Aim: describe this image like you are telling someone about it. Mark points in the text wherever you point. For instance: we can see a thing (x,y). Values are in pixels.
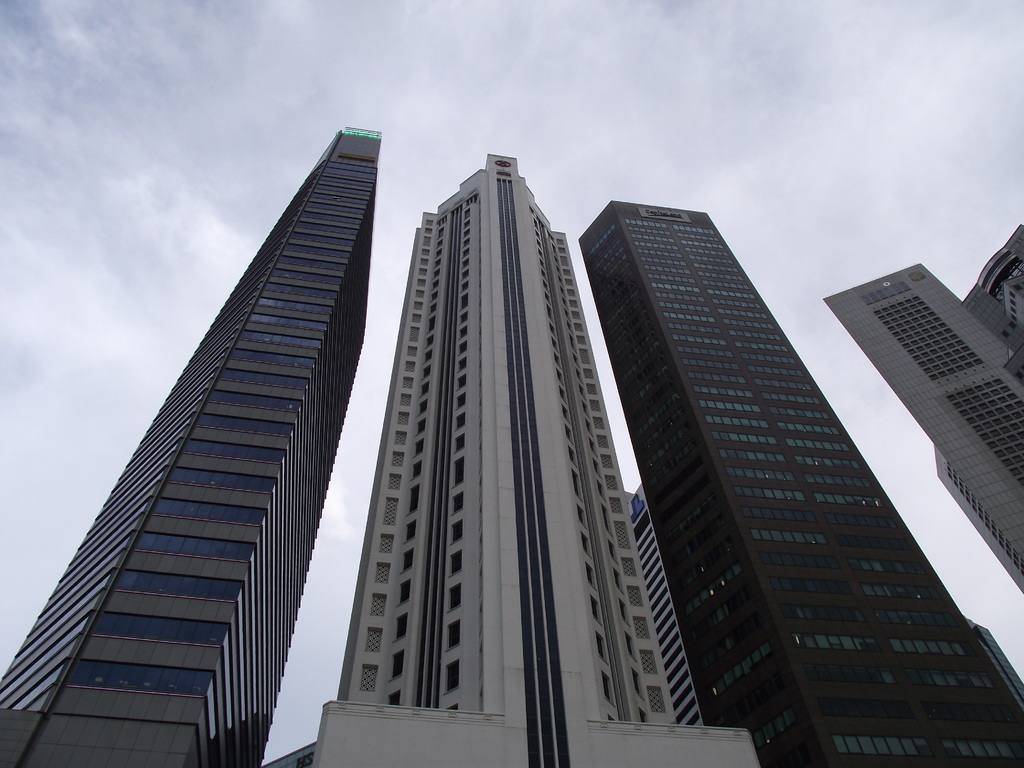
In this picture I can see buildings (462,541) and the sky (458,58).
